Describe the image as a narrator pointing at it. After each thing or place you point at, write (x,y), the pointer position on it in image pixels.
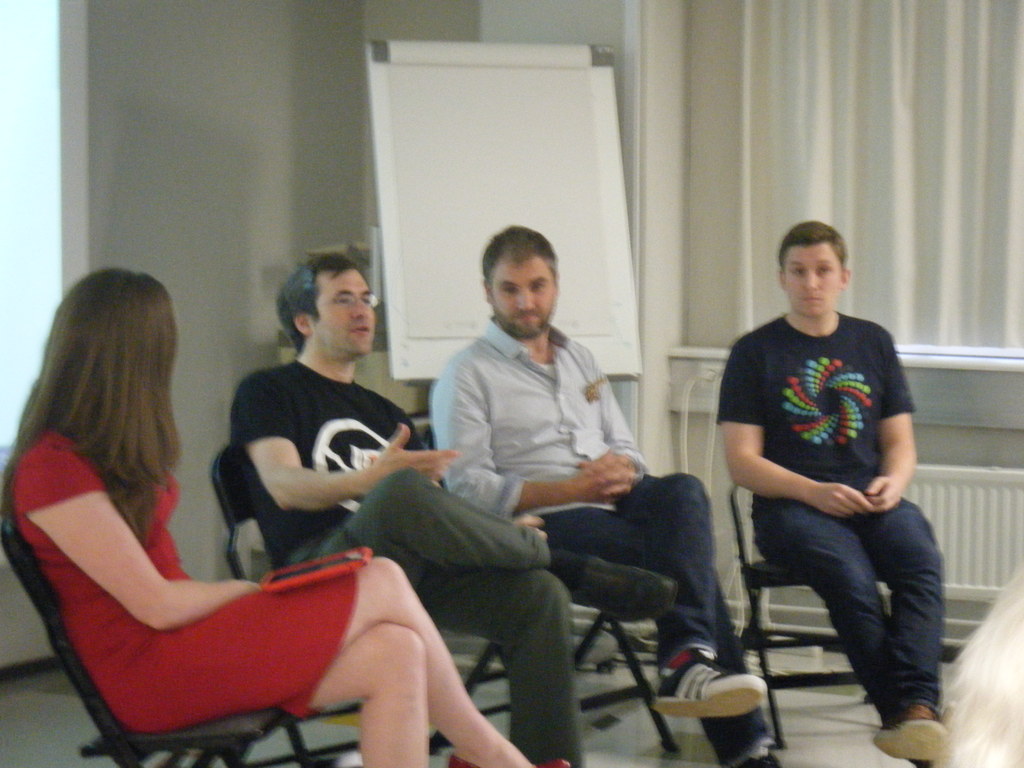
there are 4 people (588,522) sitting on the chair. behind them there is a white board (468,159) and at the right (962,147) there is white curtain (926,177).
